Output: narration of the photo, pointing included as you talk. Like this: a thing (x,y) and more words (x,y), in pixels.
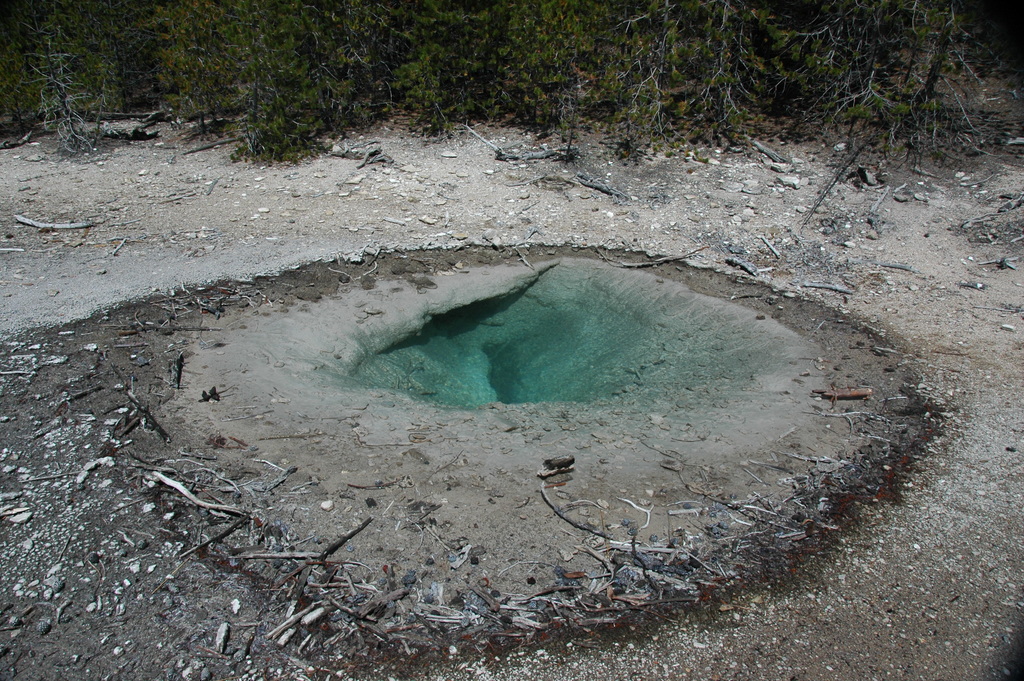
This image is clicked outside. At the bottom (682,575), we can see the sand (464,467) on the ground (654,540) along with dried stems (156,465). In the middle (532,380), it is in green color. In the background (481,97), there are trees (481,97).
